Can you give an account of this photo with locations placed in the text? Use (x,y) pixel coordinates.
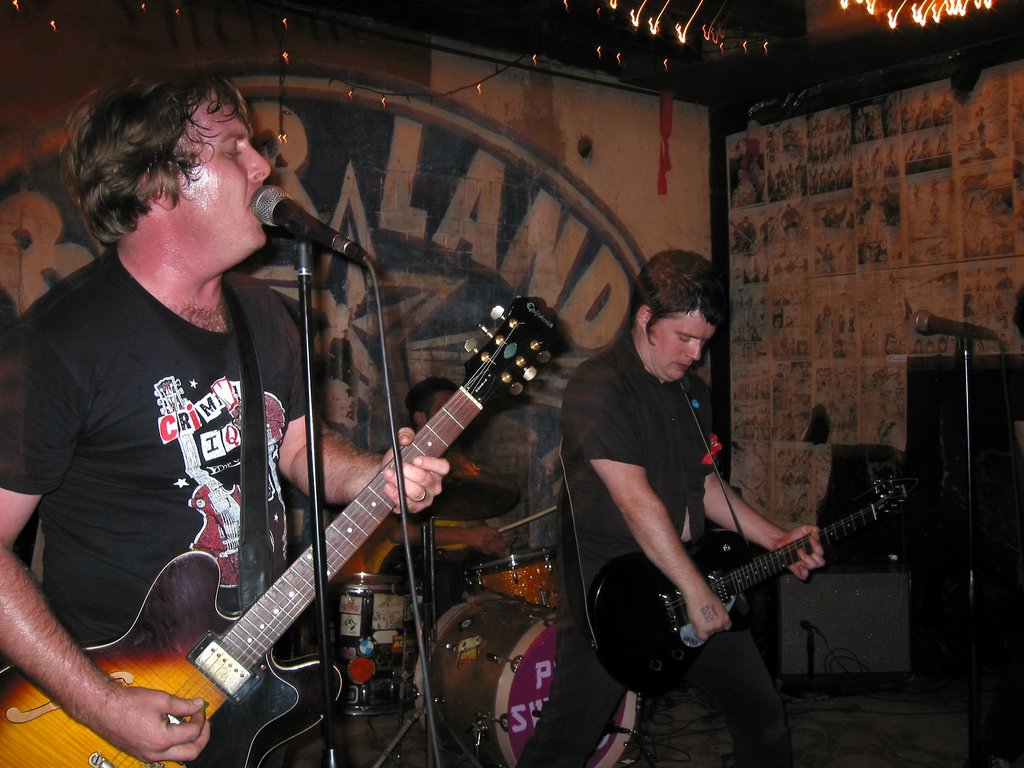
In this image i can see there are two men (394,501) who are playing a guitar (463,401) in front of a microphone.
